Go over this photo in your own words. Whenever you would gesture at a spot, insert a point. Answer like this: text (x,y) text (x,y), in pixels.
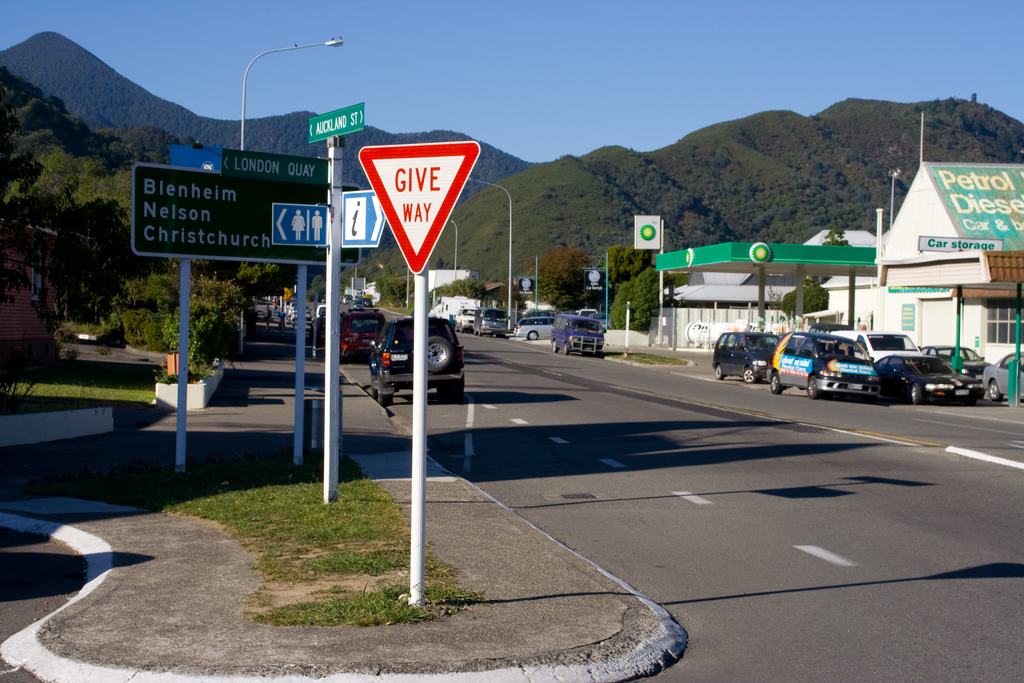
In this image we can see some vehicles (534,337) on the road (672,410), there are some houses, poles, signboards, plants (618,320), trees (628,270) and mountains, in the background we can see the sky (1016,54).
